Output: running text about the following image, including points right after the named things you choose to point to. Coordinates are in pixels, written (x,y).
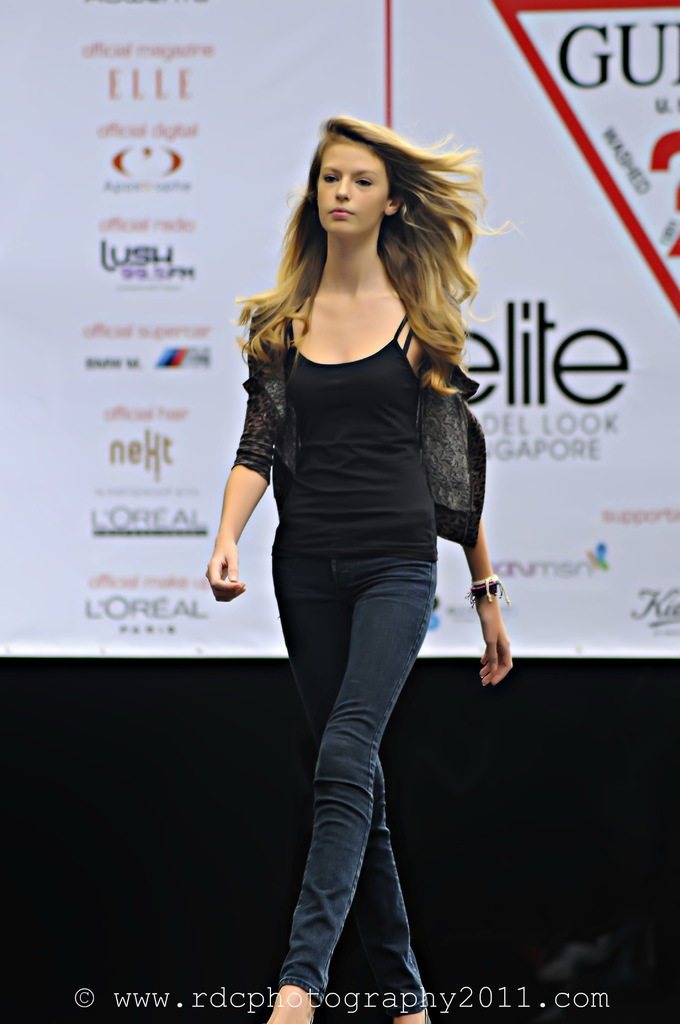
In this image a woman (430,381) is walking. She is wearing black top (370,509). Behind her there is a banner (540,51) having some text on it.
